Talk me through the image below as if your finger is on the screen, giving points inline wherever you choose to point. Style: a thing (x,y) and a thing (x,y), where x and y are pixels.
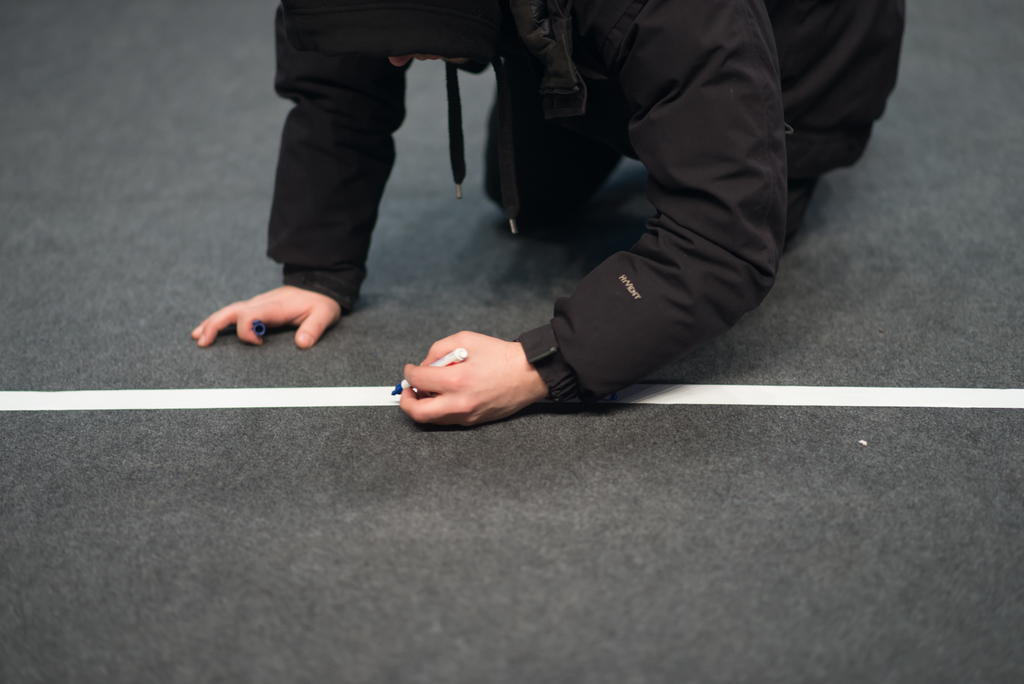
In this image I can see the ground (545,539) which is black in color and a white colored line (286,391) on it. I can see a person (779,104) wearing black color dress (663,90) is holding a pen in his hand (430,379).
